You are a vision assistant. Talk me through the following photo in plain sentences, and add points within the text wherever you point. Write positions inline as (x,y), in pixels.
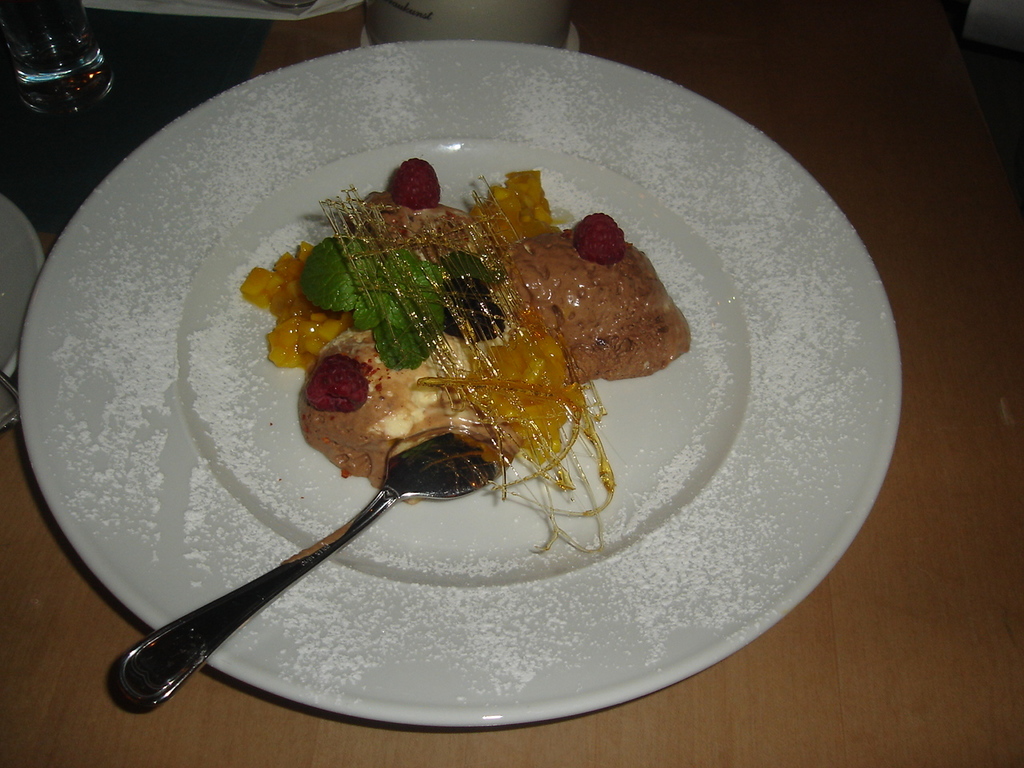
In this image I can see food items (304,416) and a spoon (223,641) on a plate (165,336). There is a glass (47,75) at the back (38,107).
